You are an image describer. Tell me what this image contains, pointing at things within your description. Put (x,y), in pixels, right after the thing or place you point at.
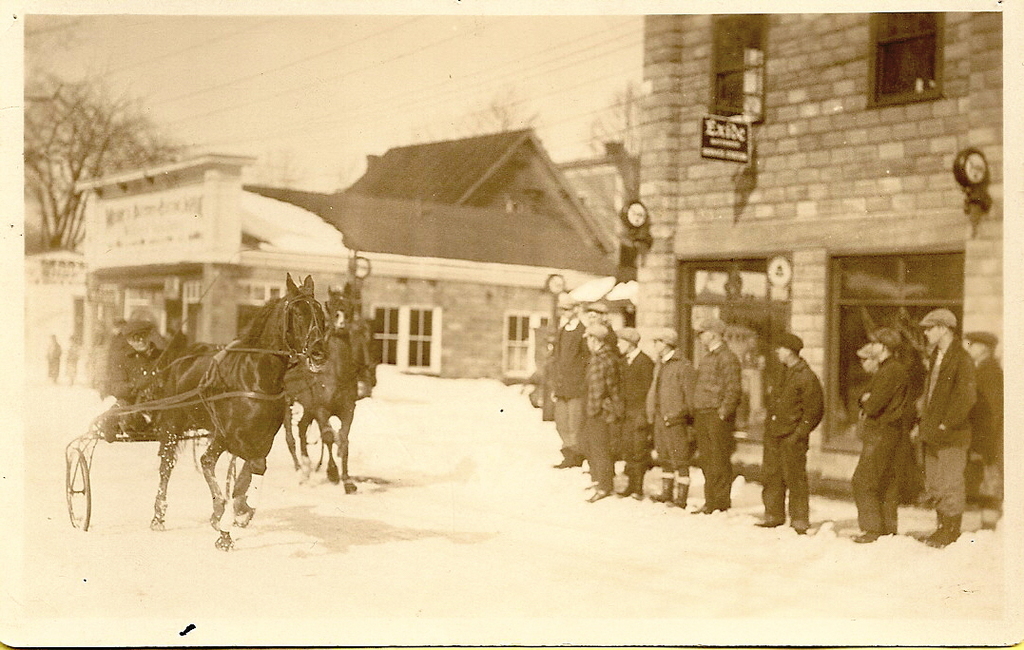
In this image we can see there is a person (143,344) driving a horse (312,346). And there are persons (810,418) standing. At the back (646,279) there are buildings (487,227), trees (68,151), board (149,247), wires (494,70) and a sky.
